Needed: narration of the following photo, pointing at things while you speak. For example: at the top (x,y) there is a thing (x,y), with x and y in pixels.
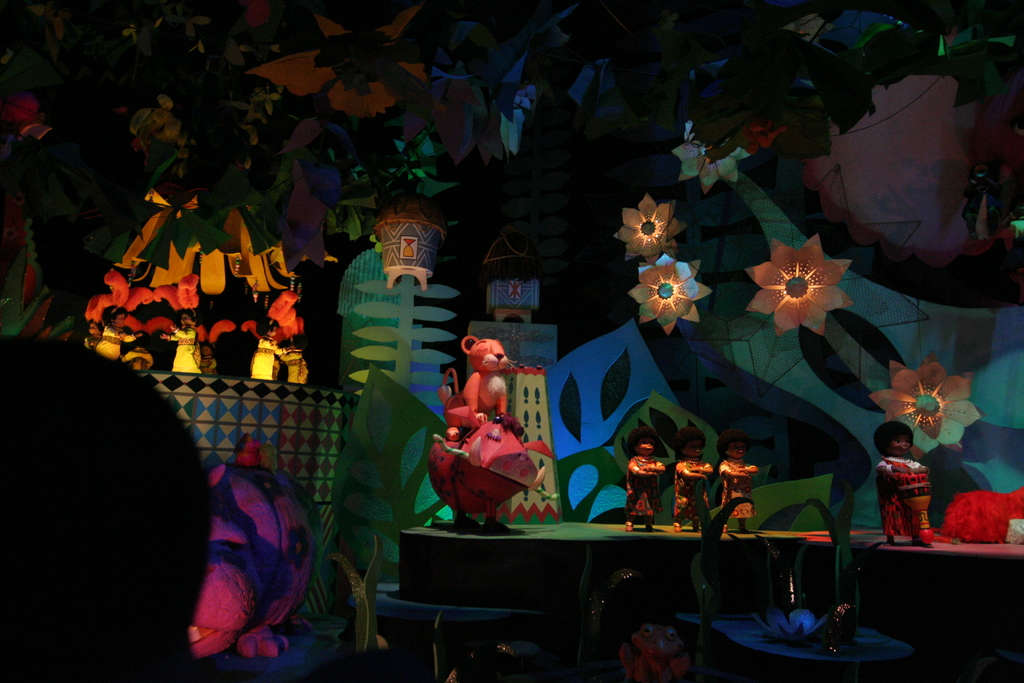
In this picture we can see few lights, toys (641,445) and dark background (563,255).
